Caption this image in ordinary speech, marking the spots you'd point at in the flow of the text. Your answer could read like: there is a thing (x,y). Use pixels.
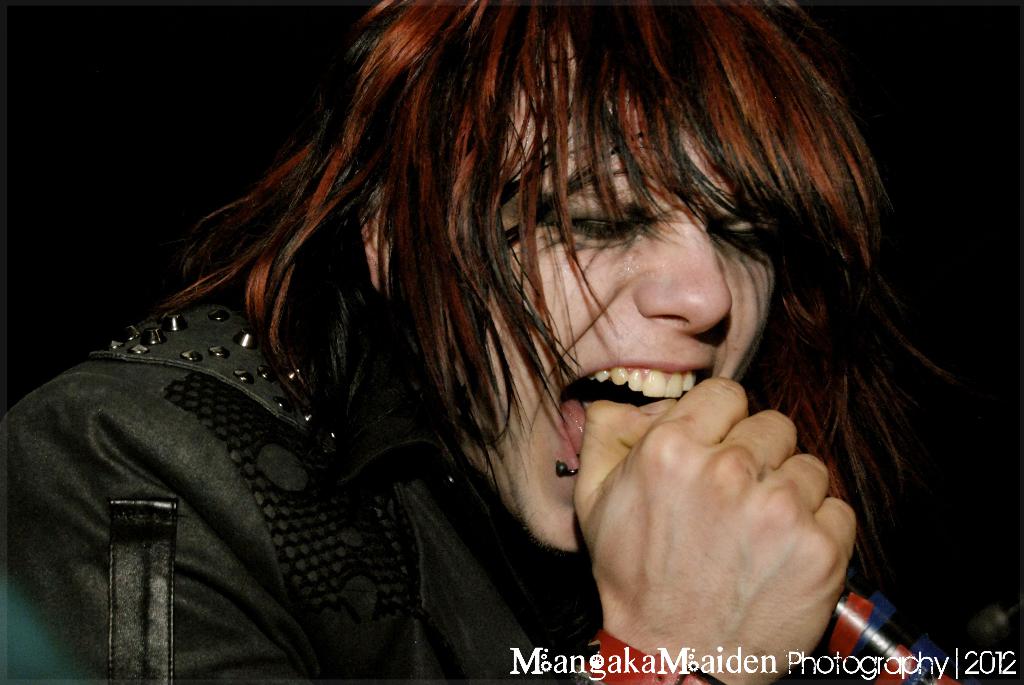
In this image we can see a person (689,586) is holding mic (859,625) and wearing black color jacket (190,497).
